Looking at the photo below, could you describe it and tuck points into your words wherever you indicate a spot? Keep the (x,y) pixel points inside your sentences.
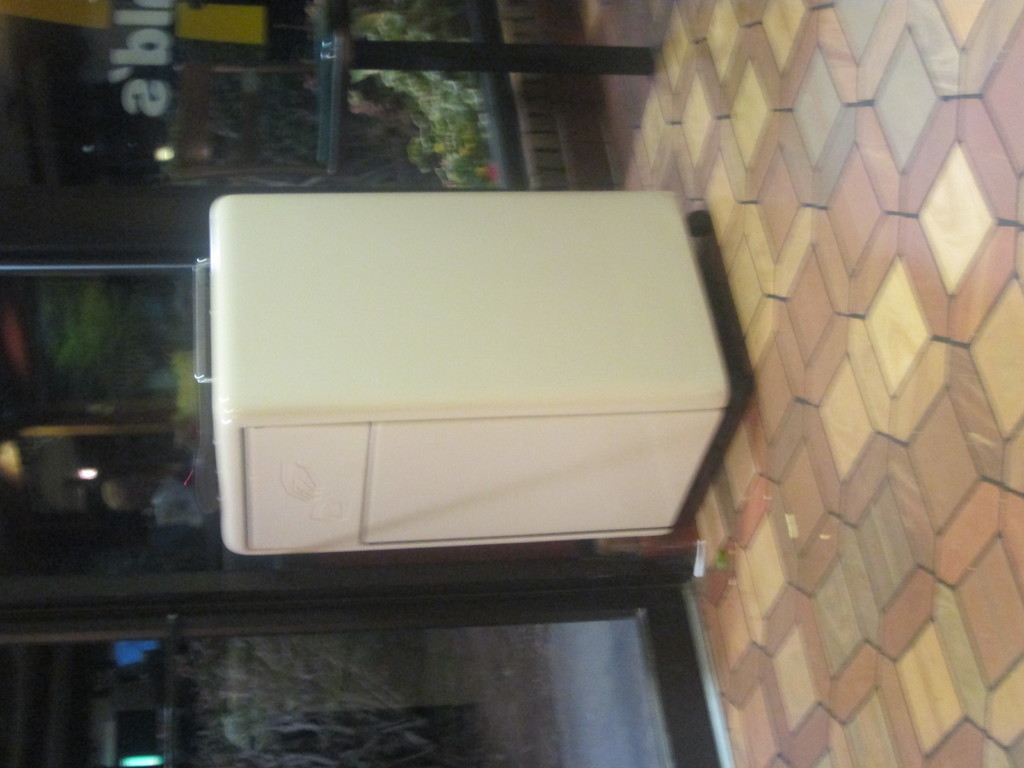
In this picture we can see white object (418,289) and table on the floor (766,387). We can see poster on glass (188,133), through glass (241,130) we can see plants (341,645).
